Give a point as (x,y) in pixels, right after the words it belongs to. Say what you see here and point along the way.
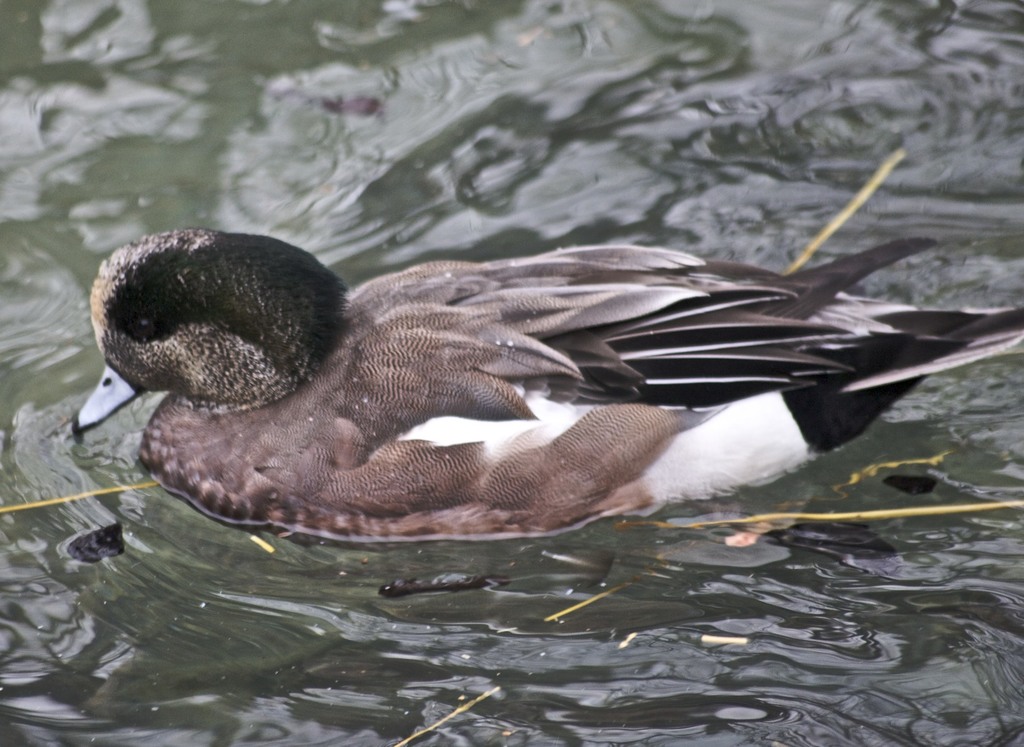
This picture is clicked outside. In the center (380,455) we can see a bird (505,330) seems to be the duck (275,459) swimming in the water body (517,624) and we can see some other objects (858,540) in the water body (281,594).
